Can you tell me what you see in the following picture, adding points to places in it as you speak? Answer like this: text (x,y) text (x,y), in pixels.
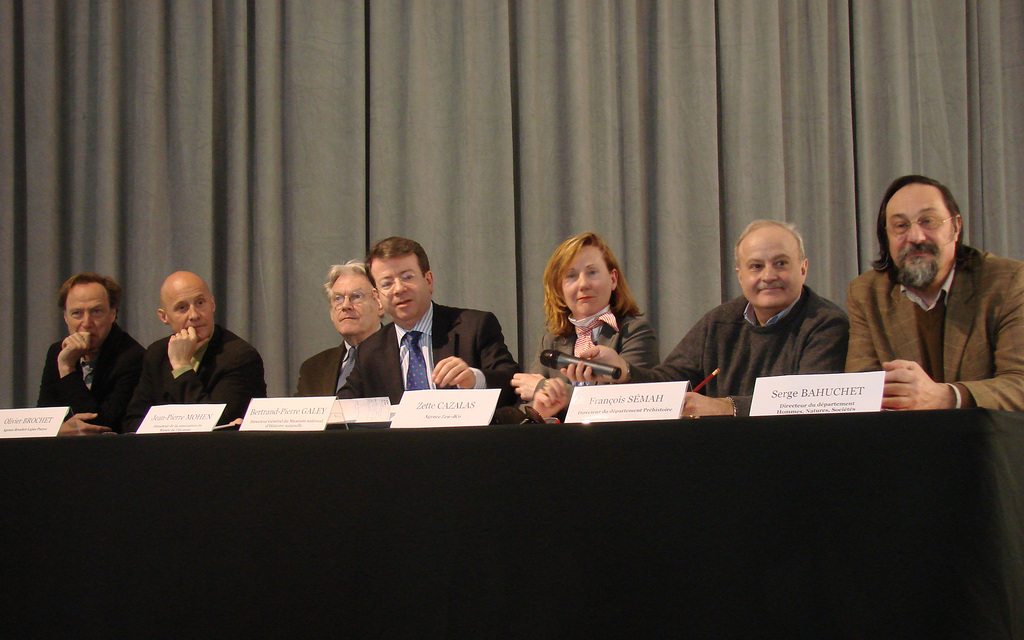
The picture is taken in a conference. In the center of the picture (607,349) there are people (67,334), table (225,435), name plates (820,400) and other objects (372,406). In the background (495,102) there are curtains (495,102).
